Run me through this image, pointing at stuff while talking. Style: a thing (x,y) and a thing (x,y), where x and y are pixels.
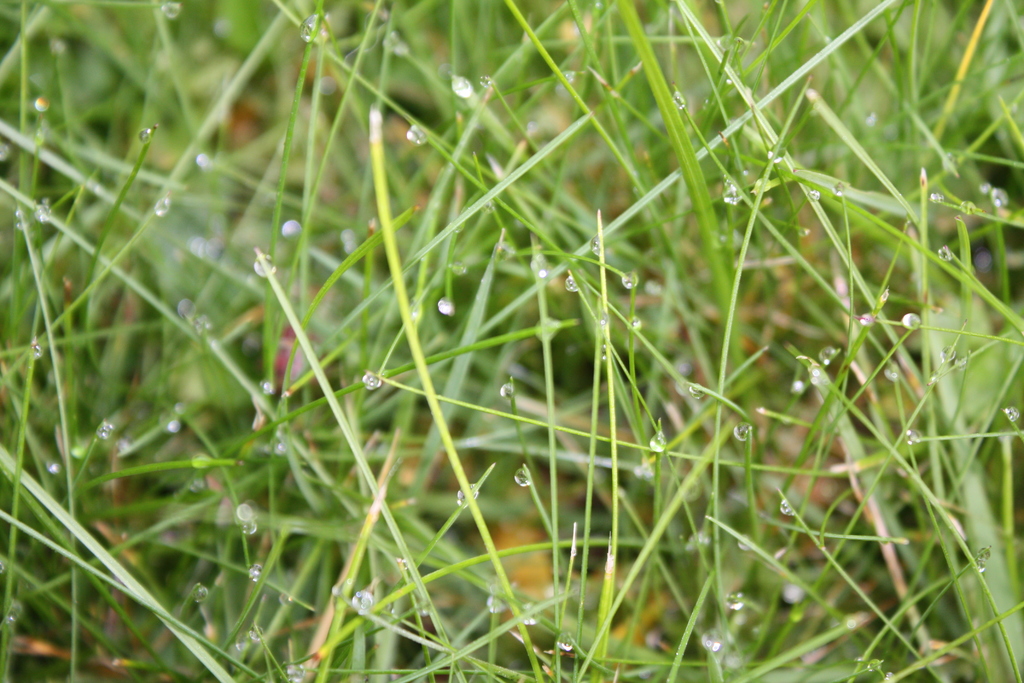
In this image we can see some water droplets (744,436) on the plants (301,531).
